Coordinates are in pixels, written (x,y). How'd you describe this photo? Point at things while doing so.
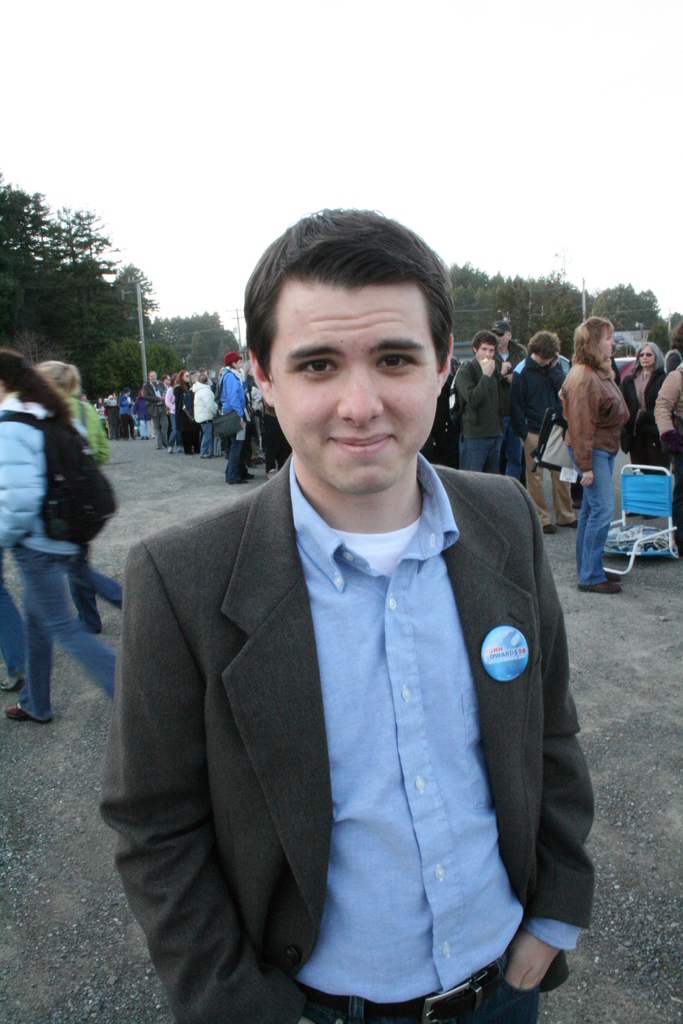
In the picture we can see a man (566,742) standing on the path (656,716), he is wearing a blazer (140,736) with a shirt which is blue in color and he is smiling and in the background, we can see some people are walking with bags (69,509) and a group of people (468,461) are standing and behind them we can see pole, trees (208,322) and sky (252,166).
